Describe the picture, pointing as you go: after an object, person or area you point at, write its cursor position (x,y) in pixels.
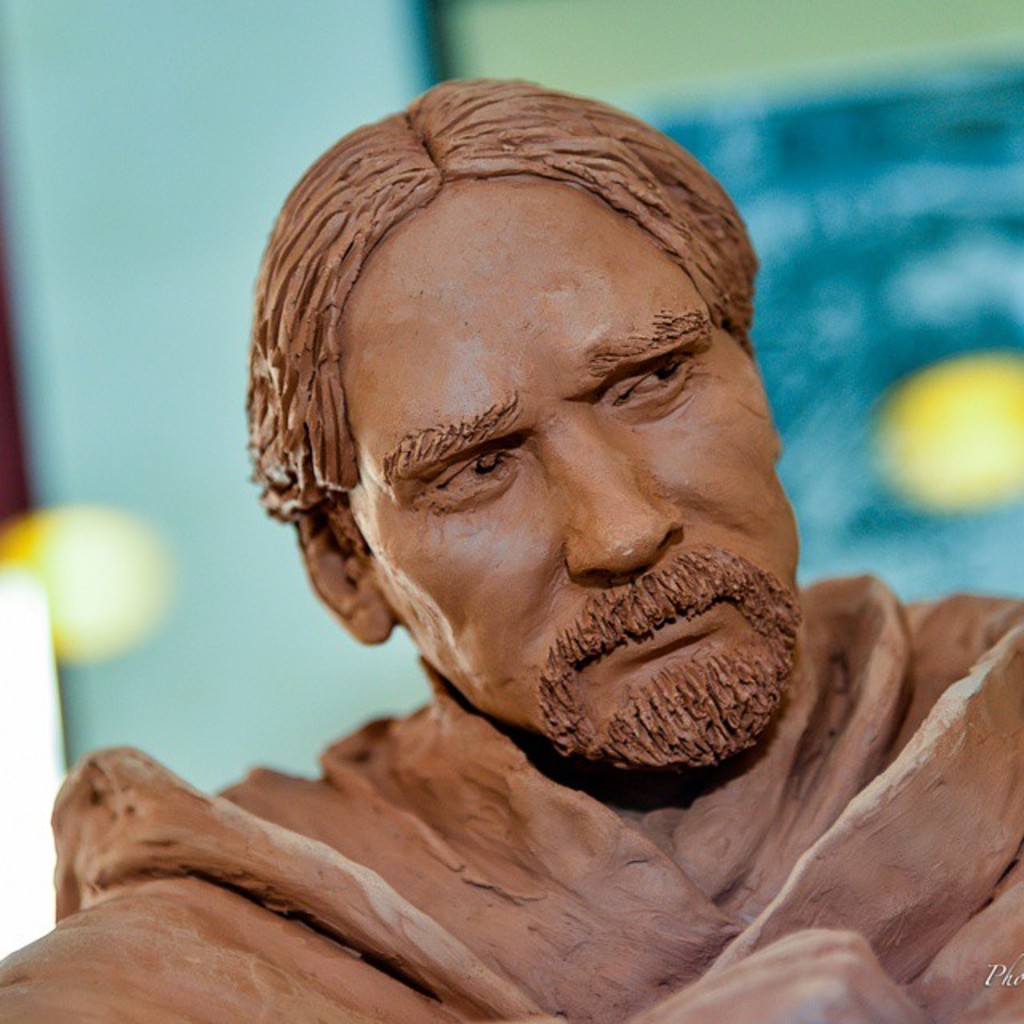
In this image we can see statue (594,770) of a man (769,641). In the background (315,91) it is blur.
